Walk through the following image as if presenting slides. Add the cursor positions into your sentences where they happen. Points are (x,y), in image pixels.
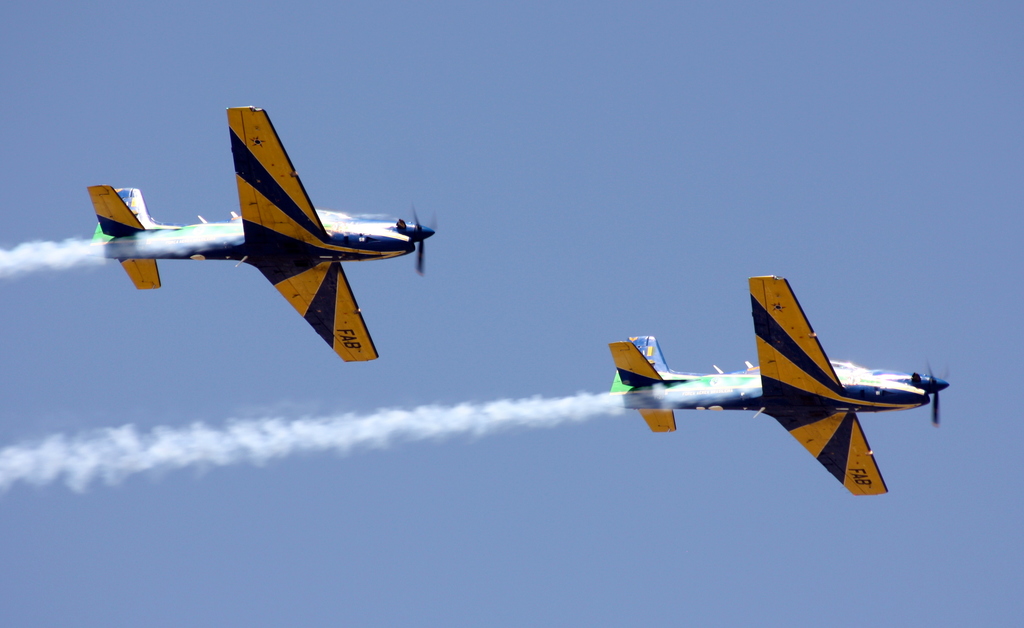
There are two planes (761,358) flying in the air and leaving smoke (416,425) at back of it.
